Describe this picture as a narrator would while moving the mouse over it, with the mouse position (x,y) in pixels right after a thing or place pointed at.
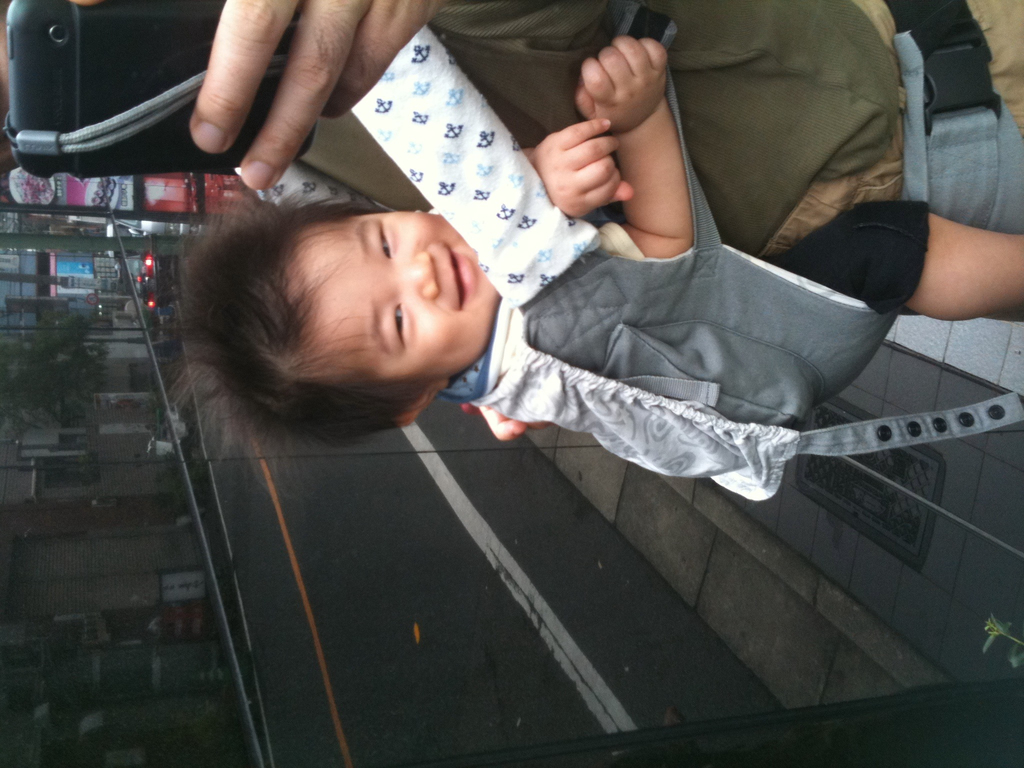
A person (558,7) is holding a mobile (88,41) and carrying a baby (481,364). Background (105,324) there are vehicles (145,289), tree (77,330) and buildings (29,263).
